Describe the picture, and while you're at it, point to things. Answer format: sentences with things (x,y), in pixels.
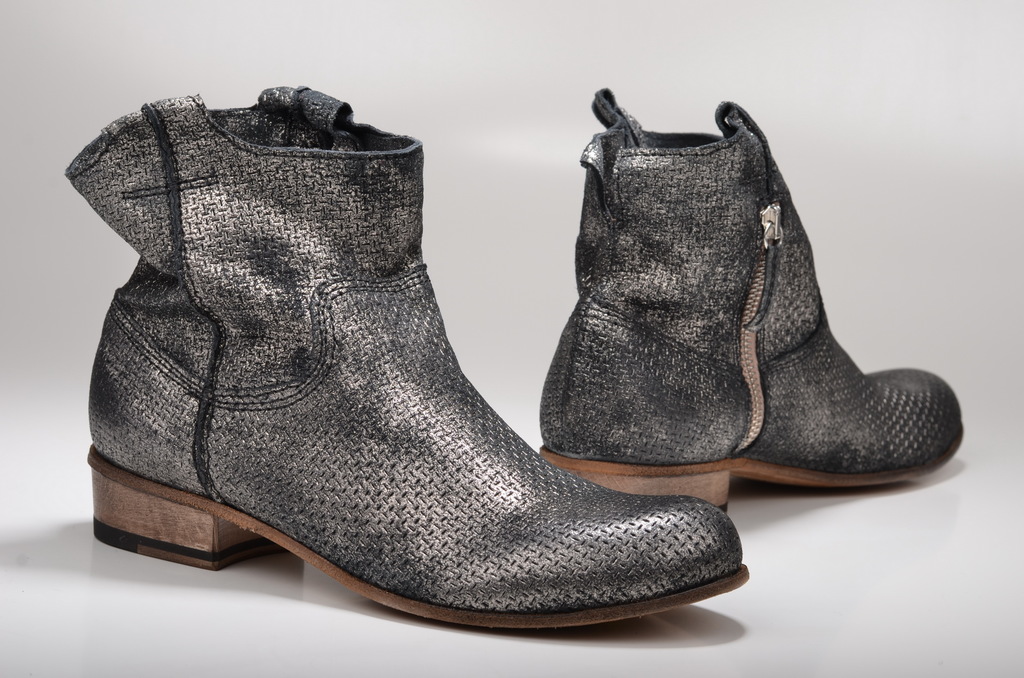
In this image, we can see a pair of shoes (547,572) and the ground (254,643).
